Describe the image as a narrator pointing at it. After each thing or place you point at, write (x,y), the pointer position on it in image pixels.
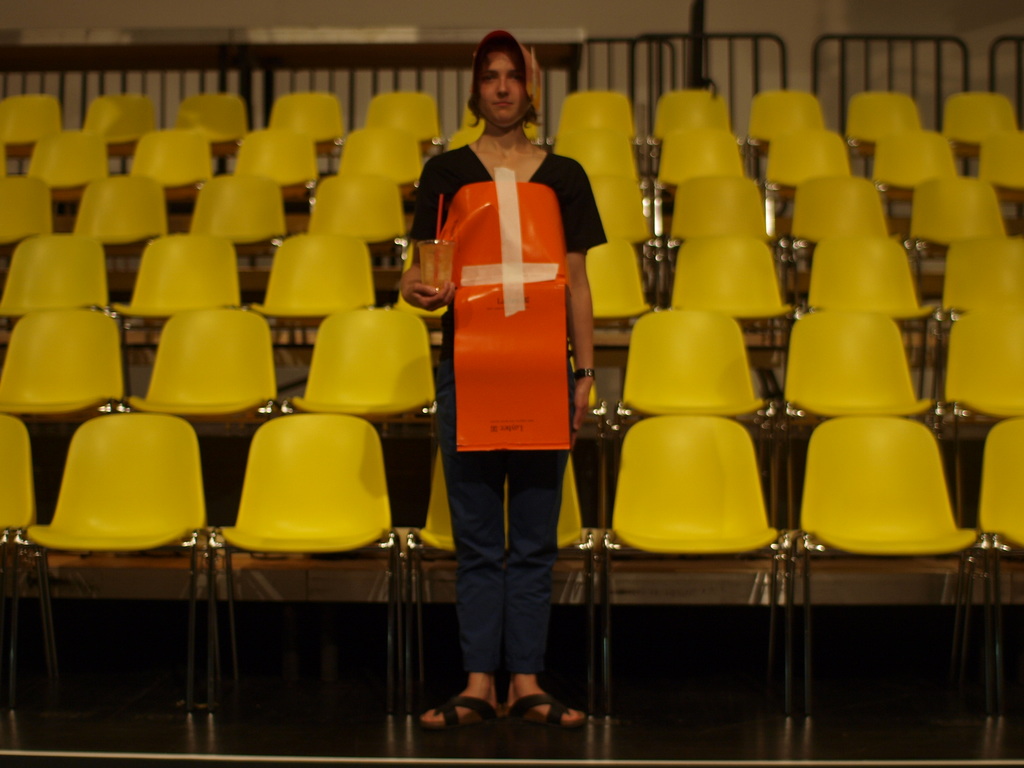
In the middle of the image (458,505) a person (572,192) is standing and holding a glass (444,279). Behind the person (580,202) there are some chairs (24,119) and fencing (218,86). Behind the fencing (1019,54) there is wall (908,29).
